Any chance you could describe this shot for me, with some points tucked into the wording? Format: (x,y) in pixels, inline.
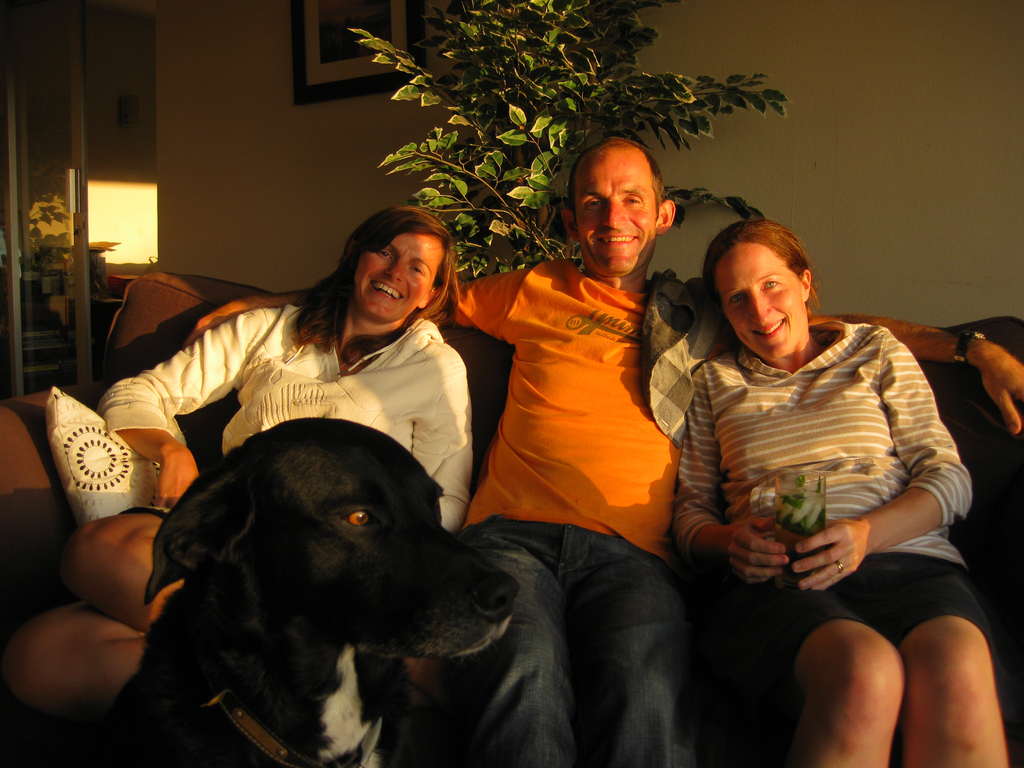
In this image I can see three persons (544,429) sitting on the couch (206,411). There is a dog (356,599), a pillow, a plant (679,122) and there is a photo frame (369,85) attached to the wall (276,177). Also there is a glass door (45,157) and a wall (101,102) in the background (71,101).
